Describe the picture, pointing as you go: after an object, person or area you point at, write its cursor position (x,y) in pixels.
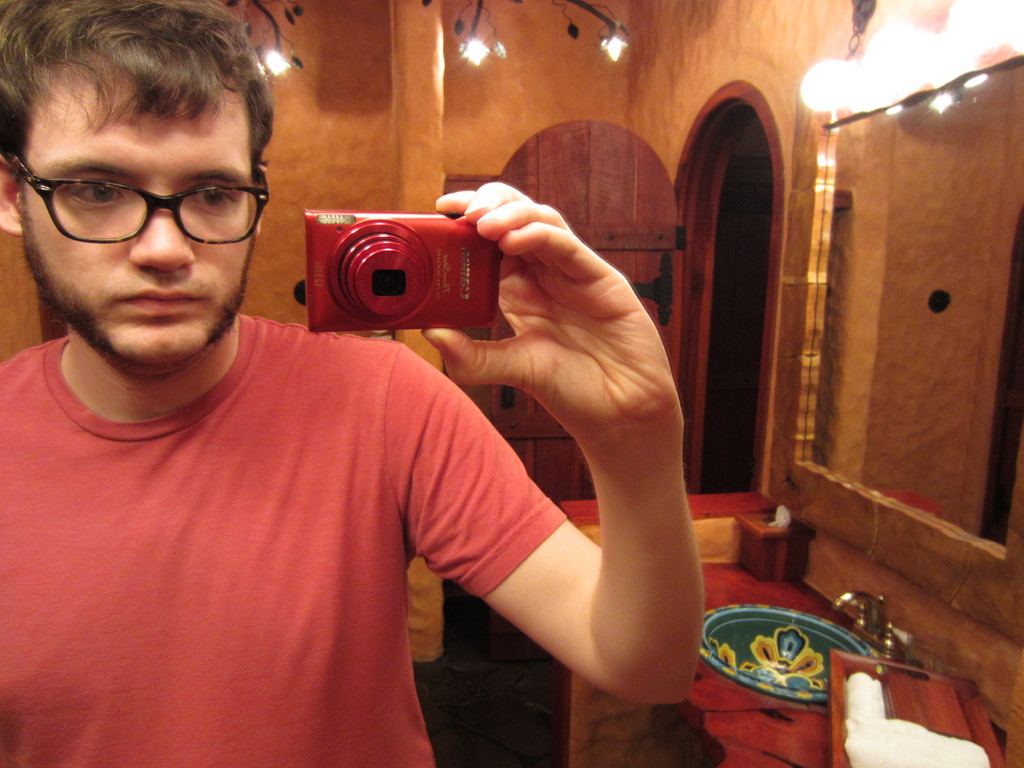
A man (198,516) wearing a red t shirt (115,437) and specs (145,224) is holding a red camera (409,264). In the background (439,103) there is a wall (538,98). There are lights (475,57), door (630,179) and a mirror (858,276) is on the wall (852,557). There is a table (774,719). On the table (771,734) there is a wash basin (755,651), tap (870,609) and a tissue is over there.
